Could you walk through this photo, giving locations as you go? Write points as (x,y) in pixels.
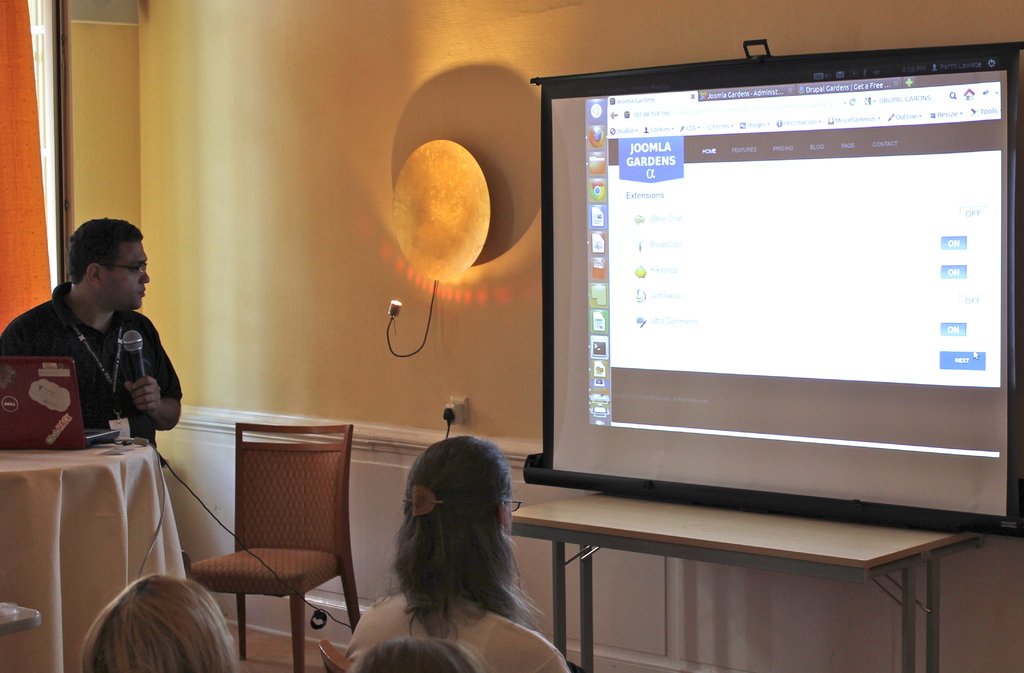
In this picture we can see person (142,332) holding mic (129,342) in his hand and looking at the screen (693,302) and in front of him there is laptop (48,425) here persons (407,582) sitting on chair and in background (259,272) we can see wall (277,123), light (460,185), table (925,560).
